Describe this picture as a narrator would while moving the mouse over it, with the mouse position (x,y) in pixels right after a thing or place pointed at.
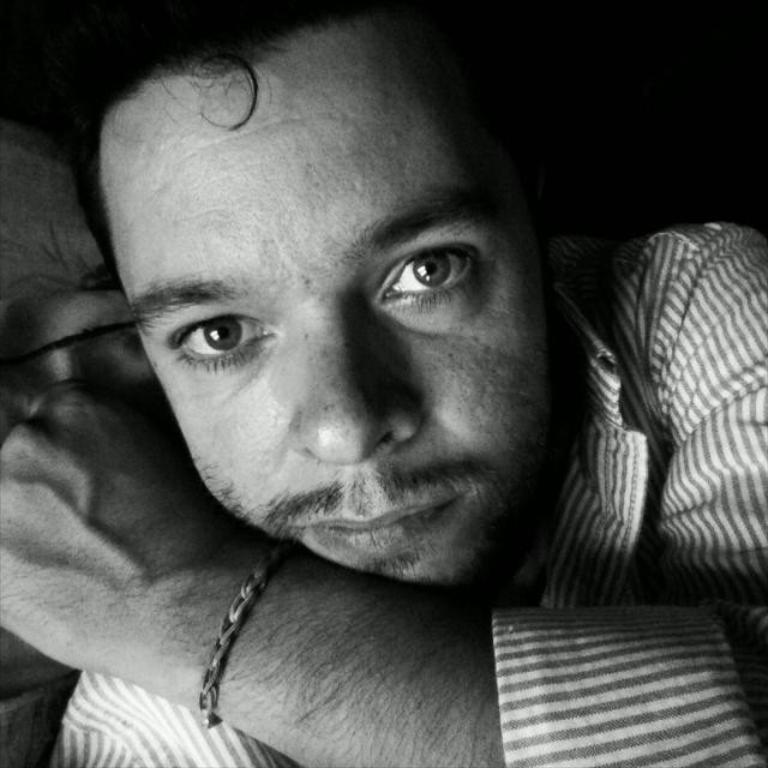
In this image there is a person (329,391).
